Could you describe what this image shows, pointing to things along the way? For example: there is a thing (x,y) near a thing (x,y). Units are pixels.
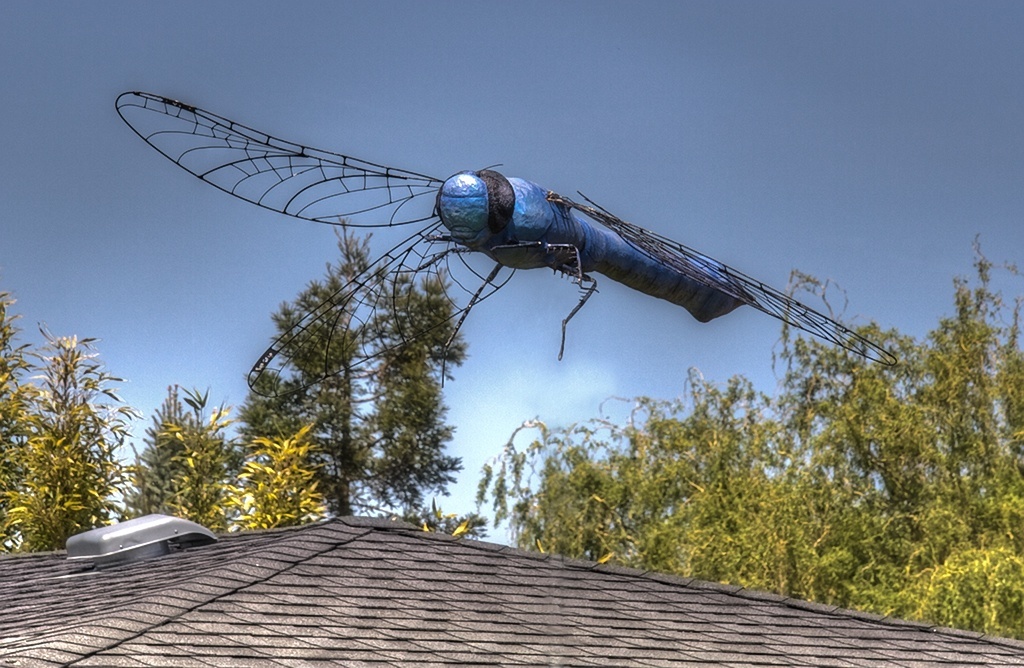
In the middle (628,259) it is in the shape of dragonfly (615,255), these are the trees (689,464), at the top (685,138) it is the sky (663,135).
